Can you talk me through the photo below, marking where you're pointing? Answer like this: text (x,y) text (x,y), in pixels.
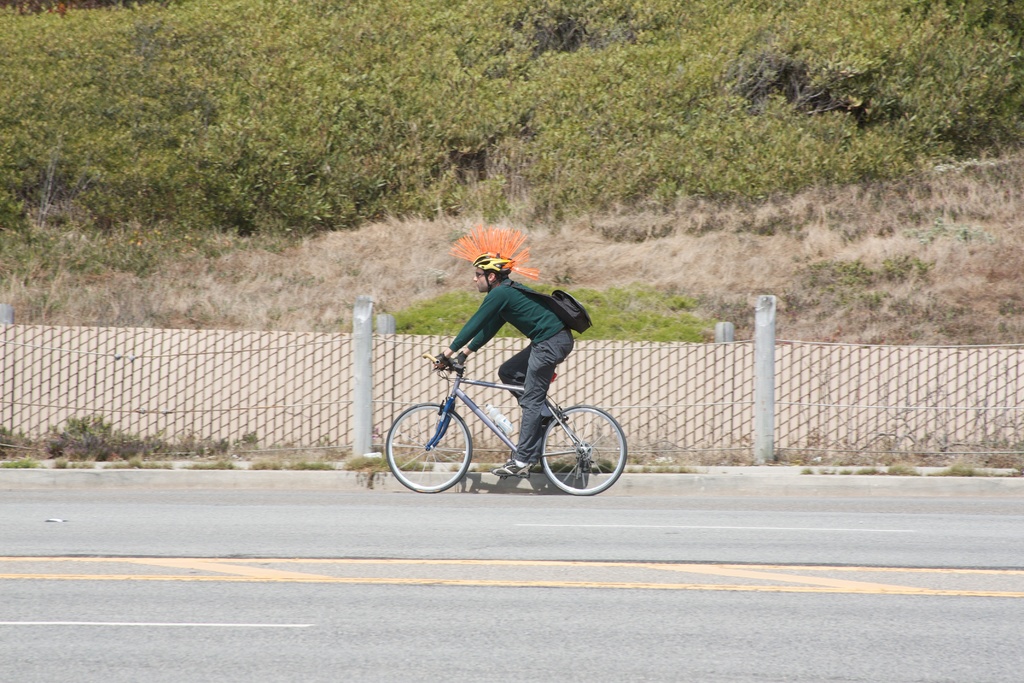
In this picture there is a boy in the center of the image (489,380) on a bicycle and there is a boundary (352,343) in the center of the image (386,380), there are trees (694,92) at the top side of the image (801,96).
